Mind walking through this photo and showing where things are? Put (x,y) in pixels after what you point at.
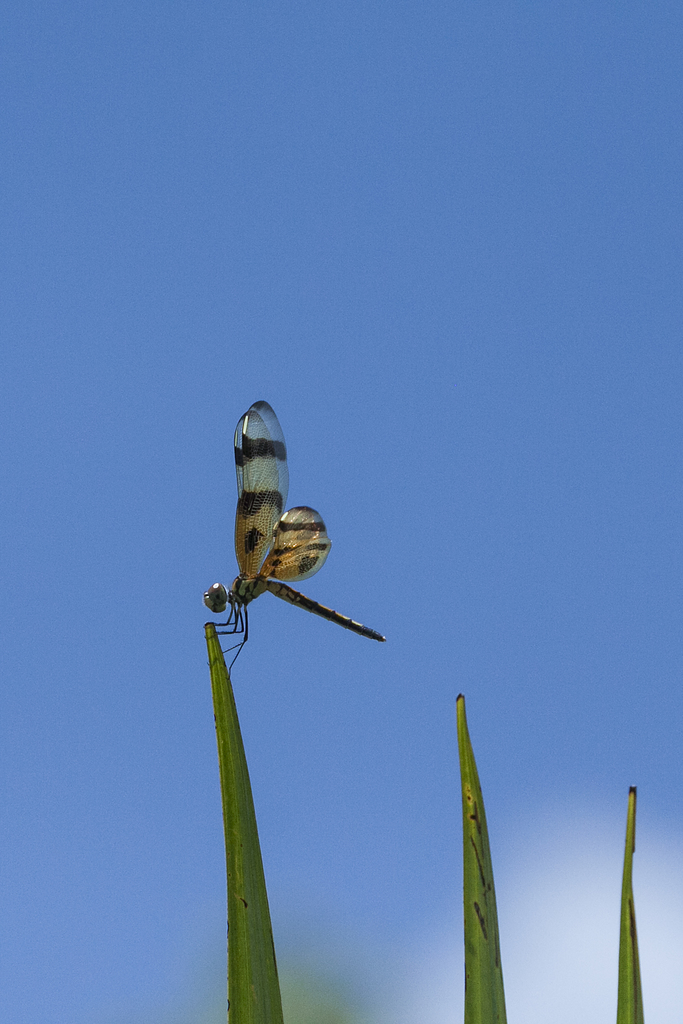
In the center of the image (299,570) a dragonfly (252,526) is present. In the background of the image (359,419) sky (339,507) is there.
